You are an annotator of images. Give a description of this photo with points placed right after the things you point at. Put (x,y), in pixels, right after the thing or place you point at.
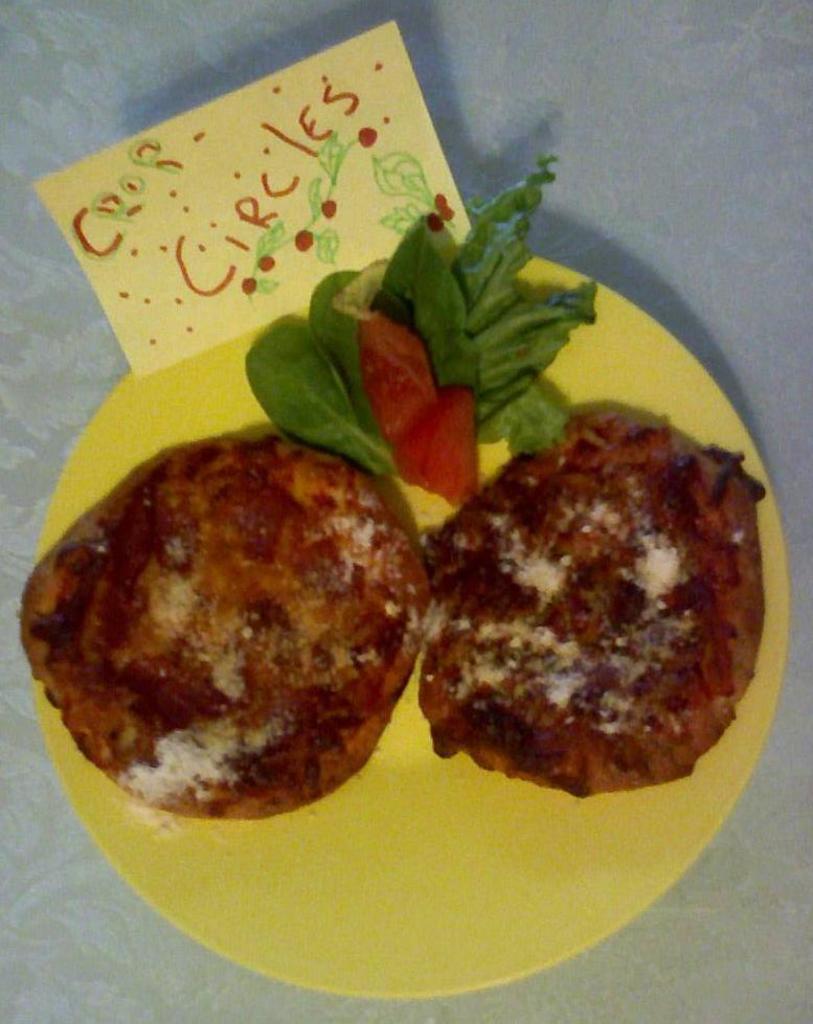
In this image I can see a food item (562,684) in the plate (409,799). There is some text (246,260).
